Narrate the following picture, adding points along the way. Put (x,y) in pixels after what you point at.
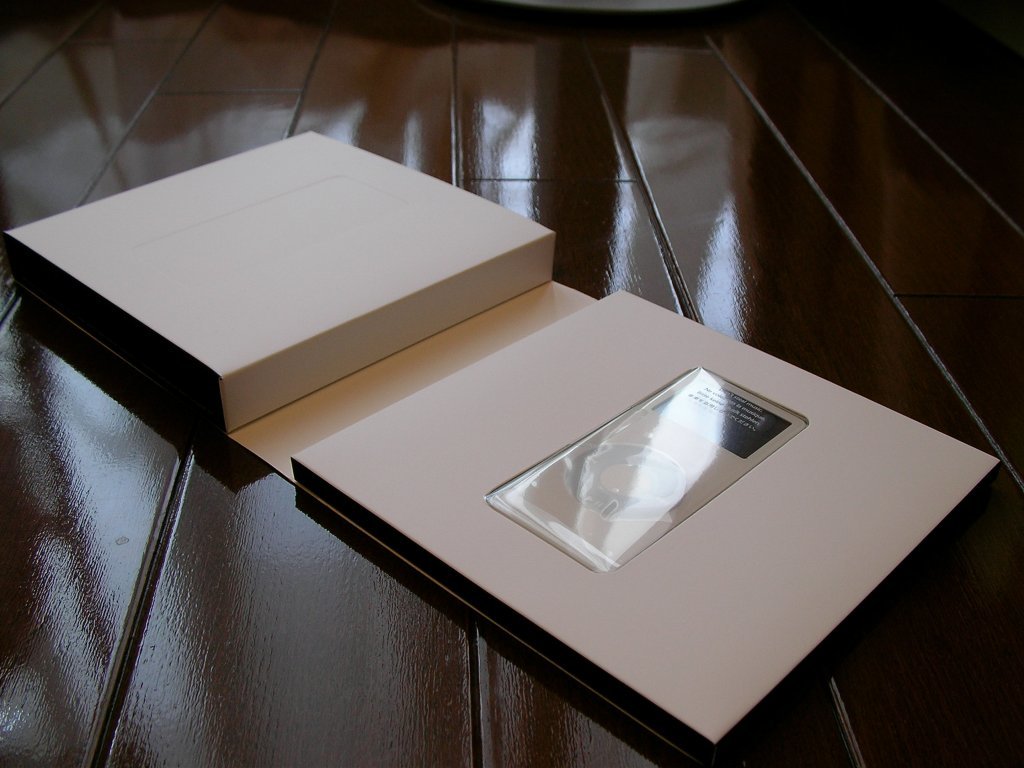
in the picture we can see a table (551,178), on the table (186,137) we can see a box (766,580), on the box (766,590) we can see an item (692,452) placed on it.
